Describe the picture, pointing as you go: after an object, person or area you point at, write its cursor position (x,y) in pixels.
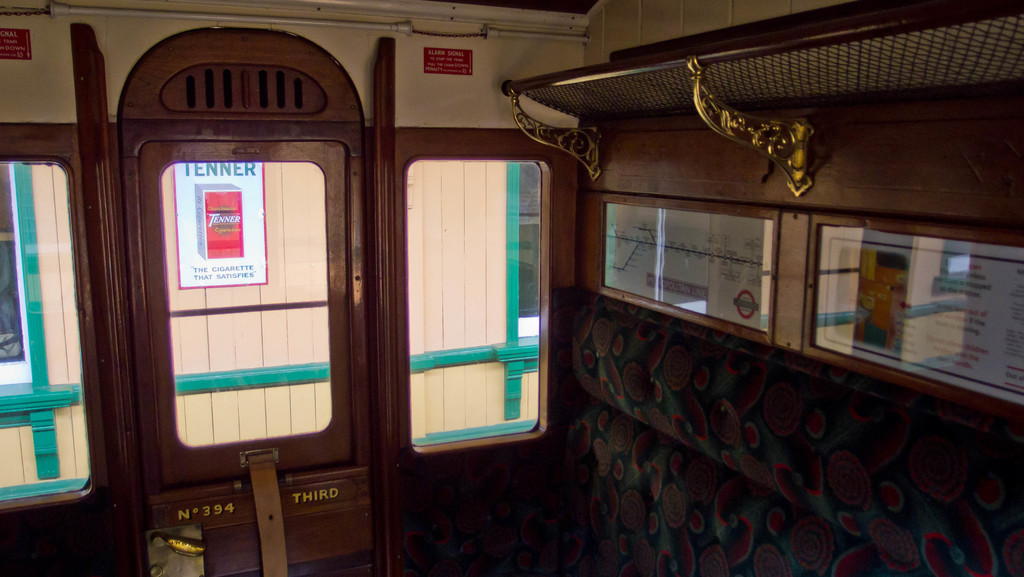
In this image I can see the inside view of a train cabinet (393,262). There is a door (322,366) with glass (234,366) and on the door (324,494) there are numbers (224,515) and alphabets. And through the glass windows (251,342) I can see an object (457,243). Also there are name boards (203,243).
